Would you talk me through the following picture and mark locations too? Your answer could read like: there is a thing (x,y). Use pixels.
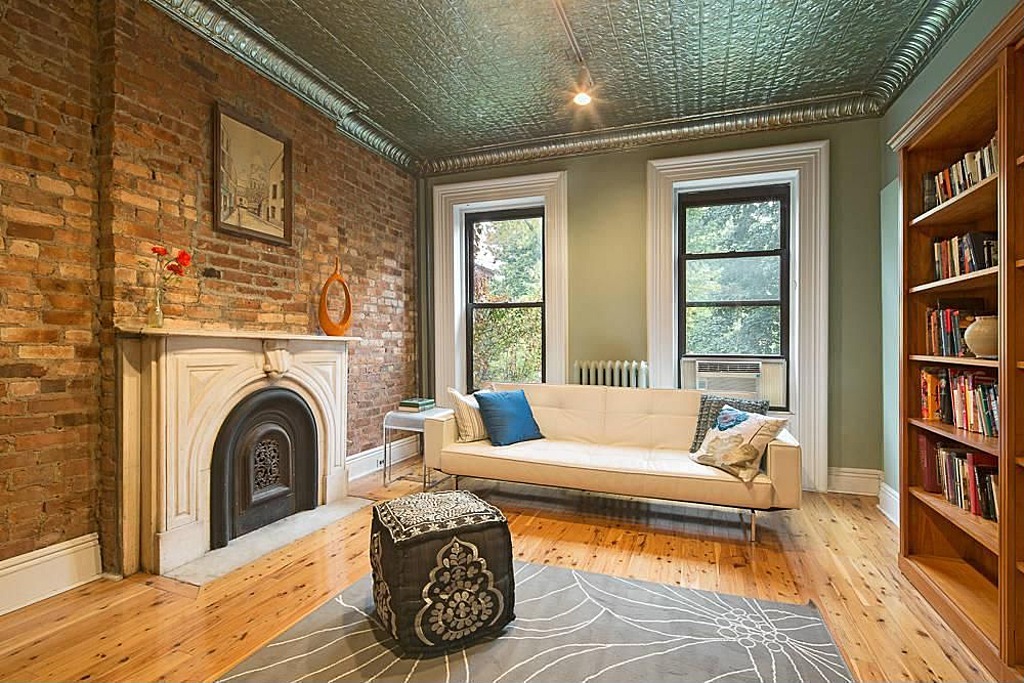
This is a room (418,364). Inside the room (490,484) there is a sofa (588,459). On sofa (560,430) there are pillows (741,430). There is a table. On the left side (219,238) there is a brick wall (263,245) with a photo frame (253,212). There is a fireplace (258,388). On the fireplace (203,383) there are flowers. On the right side (966,362) there is a cupboard (1003,308) inside the cupboard (972,411) there are books (936,343). In the back (606,277) there are windows (697,300). On the ceiling (593,84) there is a light (581,91).
